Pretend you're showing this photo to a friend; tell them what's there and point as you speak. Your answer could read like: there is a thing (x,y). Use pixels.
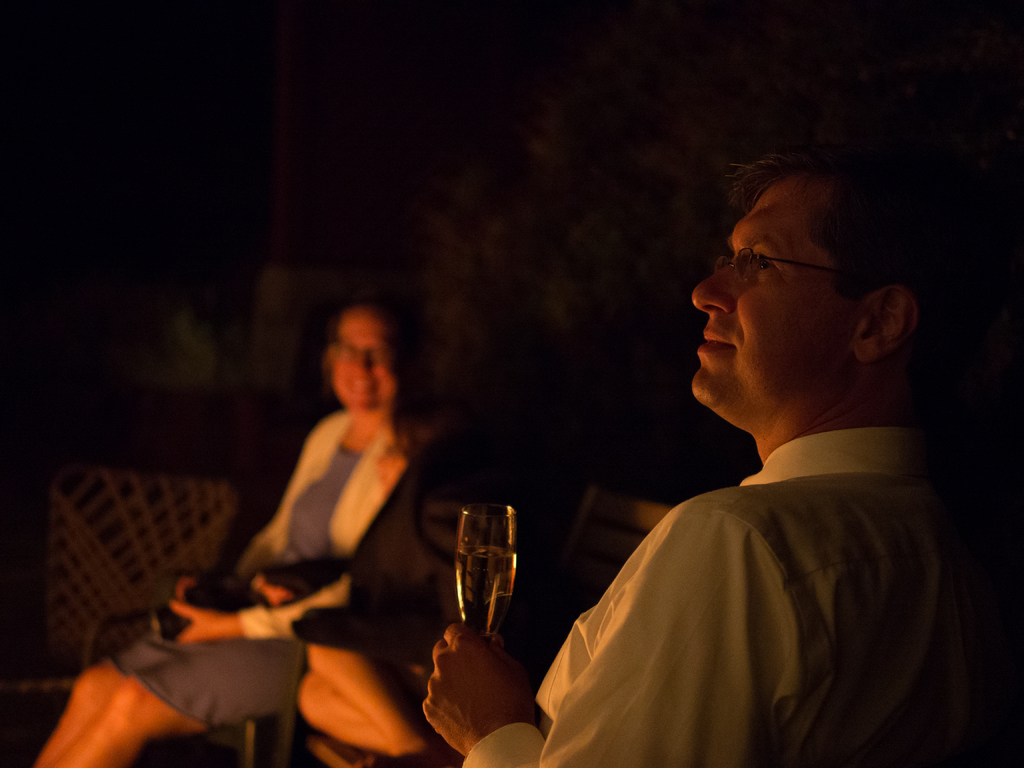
I can see in this image a man (462,749) and a woman (275,541) are sitting, the person (765,591) on the right side (802,500) is holding a glass (496,554) in his hand (497,640) and wearing a white shirt (800,622) and spectacles (732,270).
